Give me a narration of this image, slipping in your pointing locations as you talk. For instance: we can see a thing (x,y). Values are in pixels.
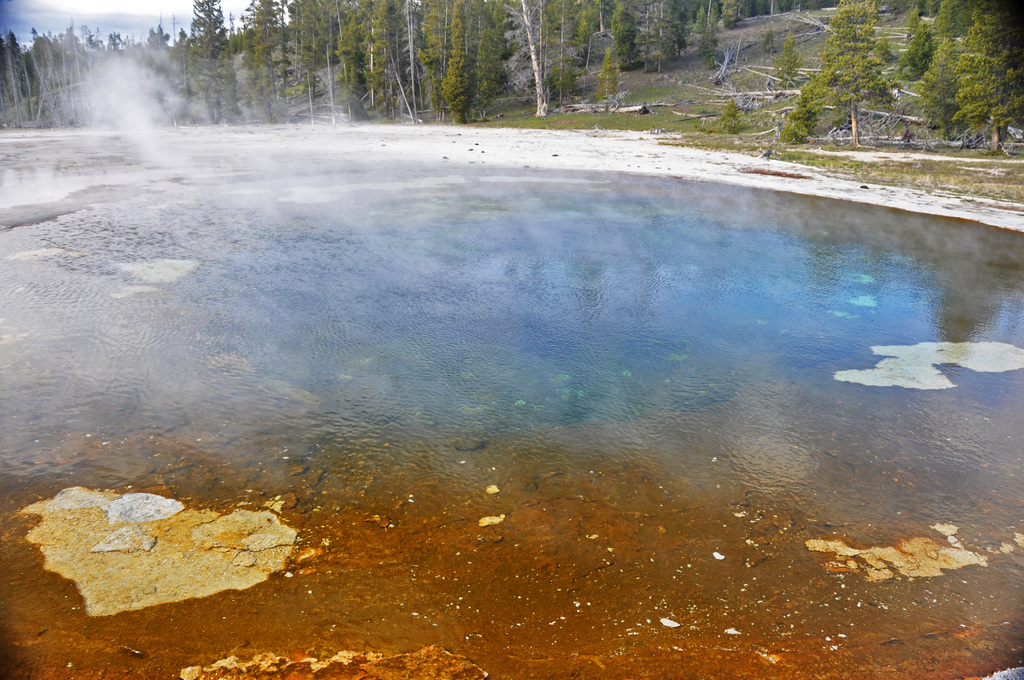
In the center of the image (432,245) we can see water (356,256) is there. In the background of the image (531,93) we can see trees (732,114), grass (751,120), ground (810,152) are there. At the top left corner (105,9) sky (98,22) is there.
